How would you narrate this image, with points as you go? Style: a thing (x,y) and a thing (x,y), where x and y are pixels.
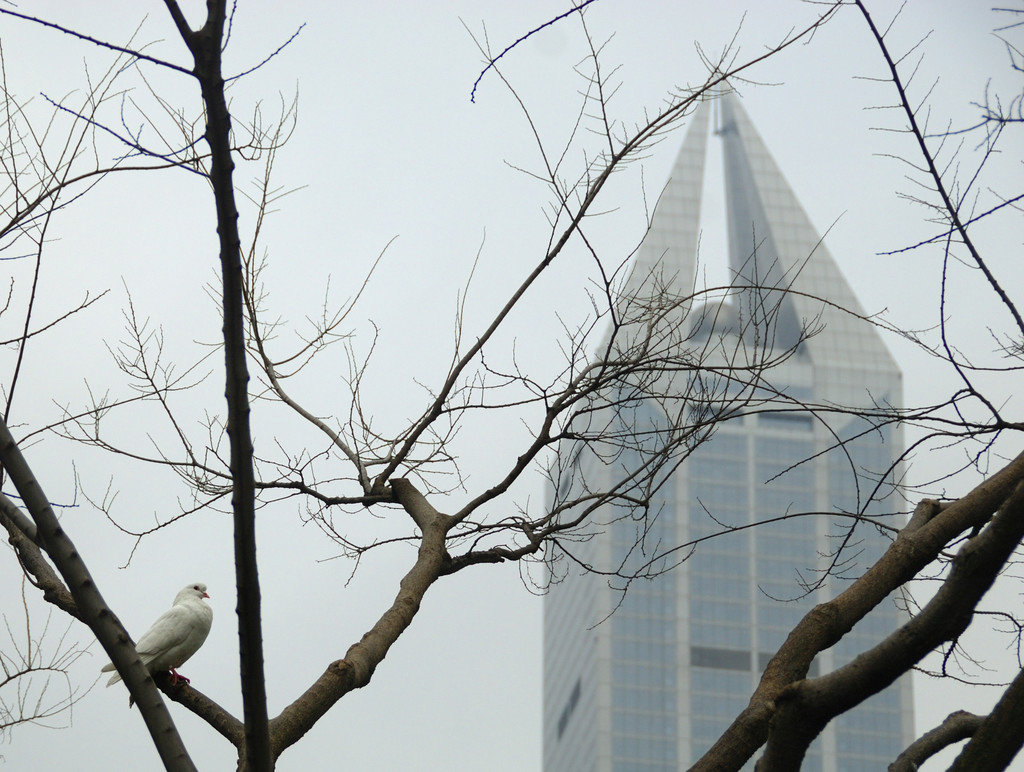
In this image I see the trees (904,754) and I see a white color bird (173,652) over here. In the background (273,626) I see the sky (952,147) and I see a building (720,436) over here.
